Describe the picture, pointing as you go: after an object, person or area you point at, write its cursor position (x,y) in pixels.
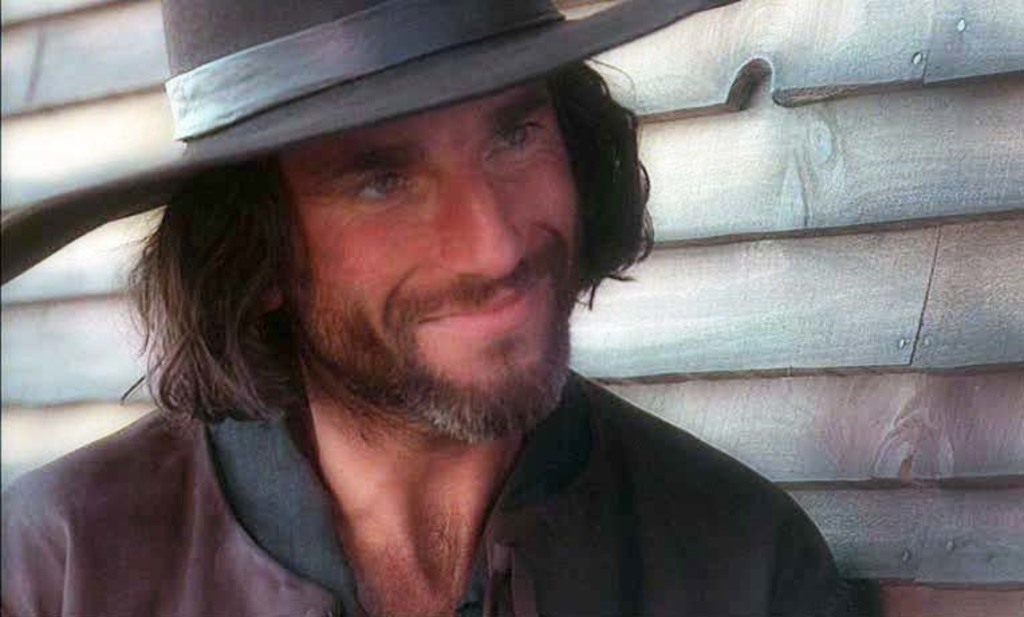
In this image I can see a person (210,494) wearing brown and black colored dress (280,451) and black colored hat (369,112). In the background (729,169) I can see the wooden wall (840,173).
